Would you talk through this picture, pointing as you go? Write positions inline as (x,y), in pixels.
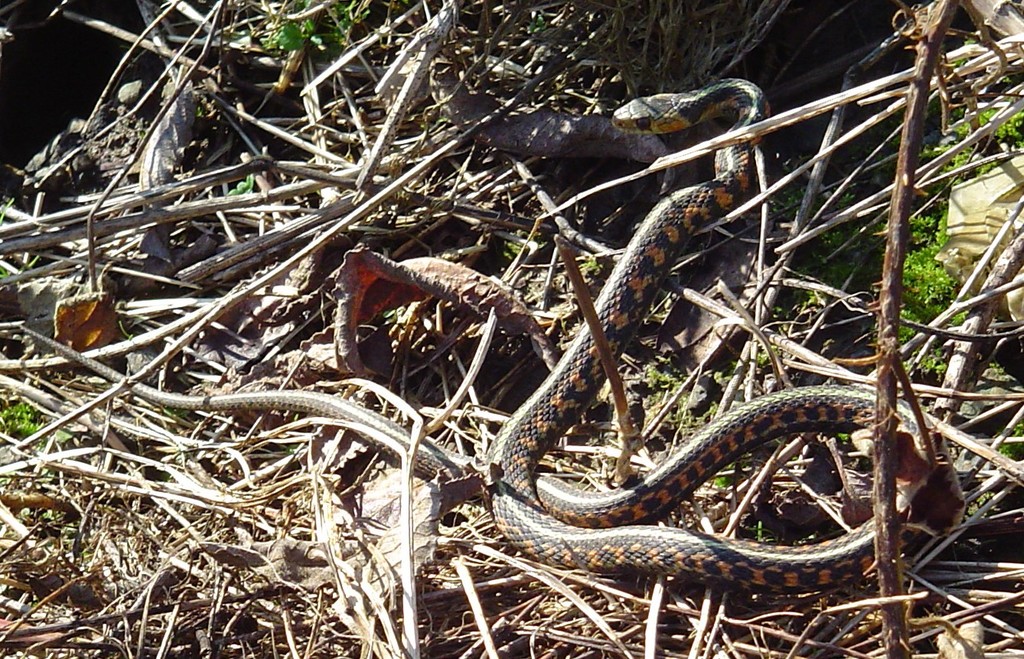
In the image we can see a snake (666,98) and grass (485,368).
